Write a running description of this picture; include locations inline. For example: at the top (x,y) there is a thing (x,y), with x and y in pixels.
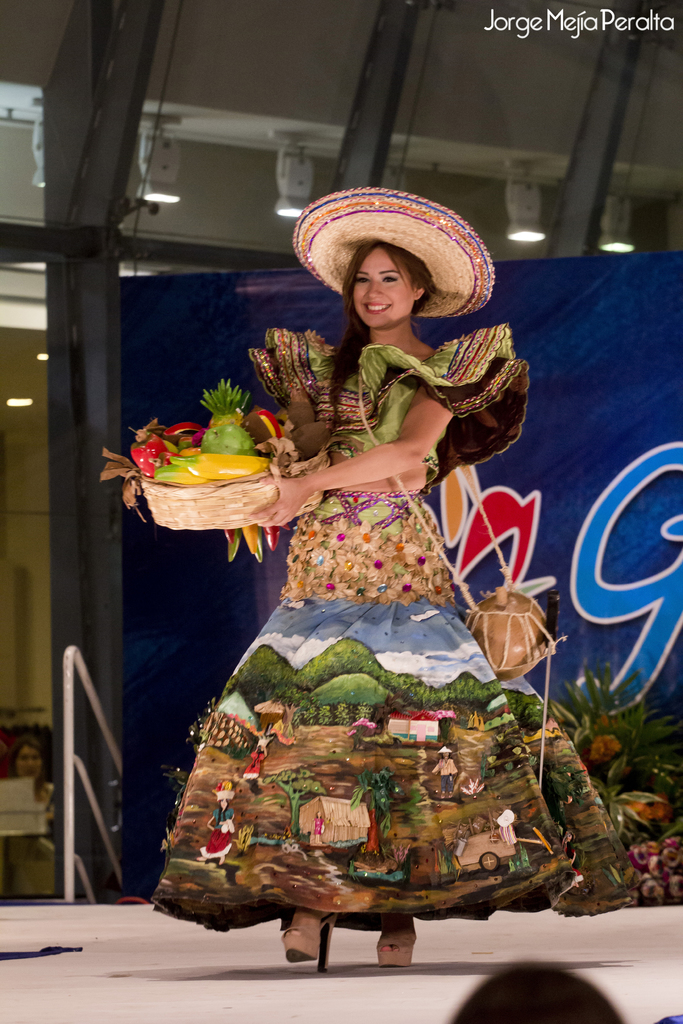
In the center of the image (278,610) we can see a lady (301,611) is walking on the stage (626,940) and wearing a costume (442,479), hat (490,264), bag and holding a container (189,523) which contains the plastic fruits (240,434). In the background of the image (634,301) we can see a banner (638,328), pillar (83,521), wall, rods (92,694) and some people (543,1022). At the top of the image (205,22) we can see the roof (330,51) and lights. In the top right corner (671,15) we can see the text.
